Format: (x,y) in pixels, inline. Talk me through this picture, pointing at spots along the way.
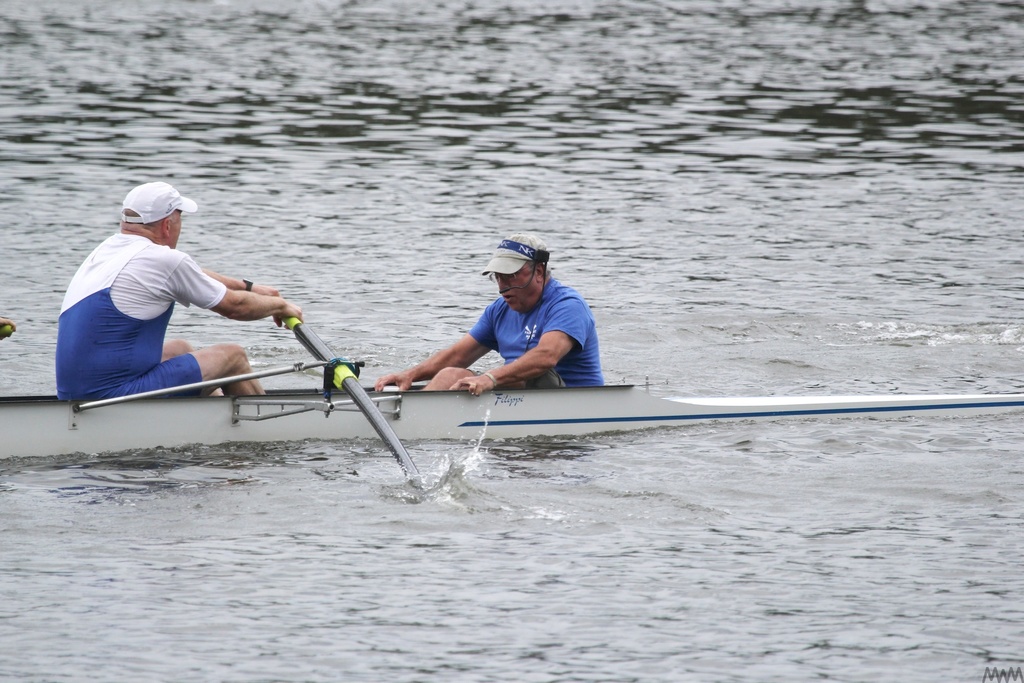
In this image there are two men (159,301) who are sitting in the boat (407,412) and one is rowing with a stick (309,348). At the bottom (360,544) there is water (451,598).
